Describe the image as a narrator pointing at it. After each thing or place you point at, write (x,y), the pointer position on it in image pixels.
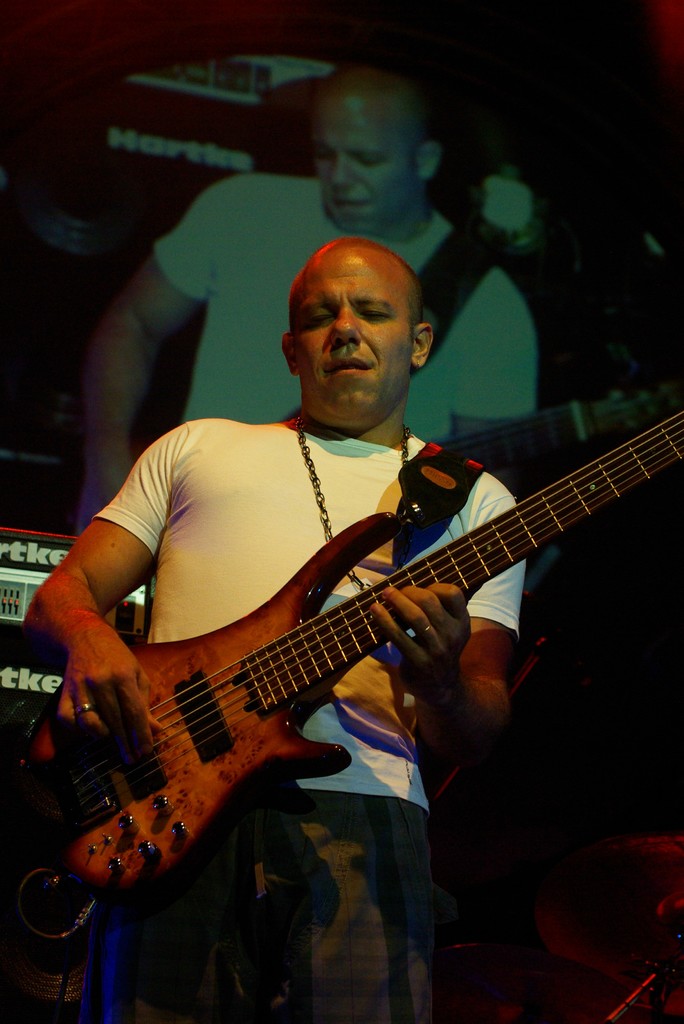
In this picture we can see man (387,553) holding guitar (310,583) in his hand (111,729) and playing it and in background (169,195) we can see a screen (258,169) where same person (371,205) is visible.
